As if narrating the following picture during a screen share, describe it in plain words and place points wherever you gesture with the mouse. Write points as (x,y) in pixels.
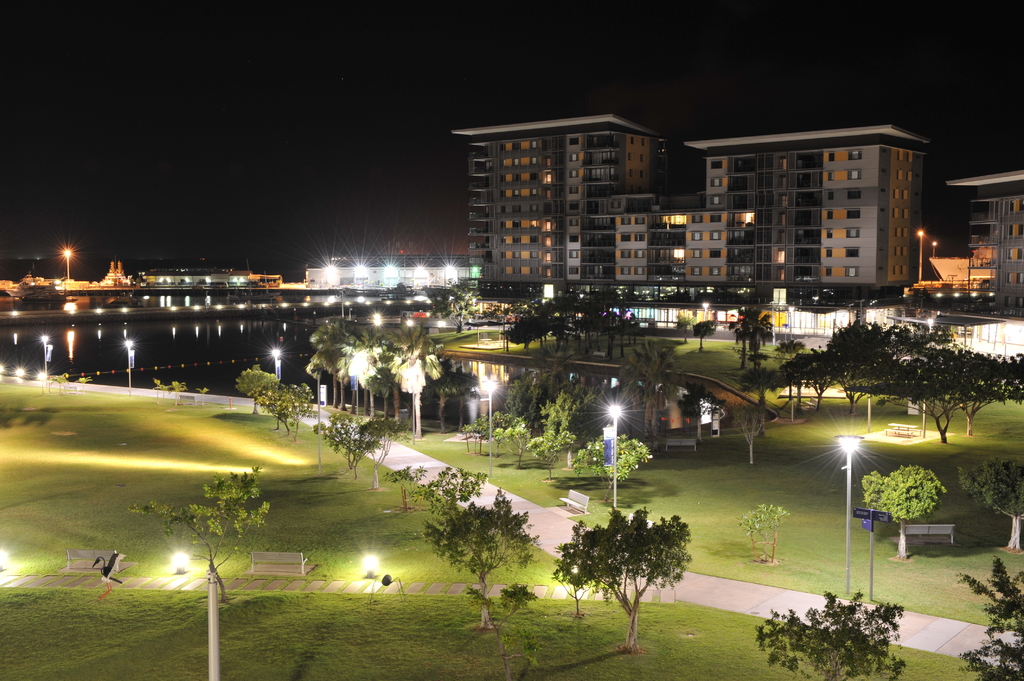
In this image there are trees (617,590), street lights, benches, path (747,614), few sign boards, river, buildings (579,274) and the background (1002,104) is dark.
